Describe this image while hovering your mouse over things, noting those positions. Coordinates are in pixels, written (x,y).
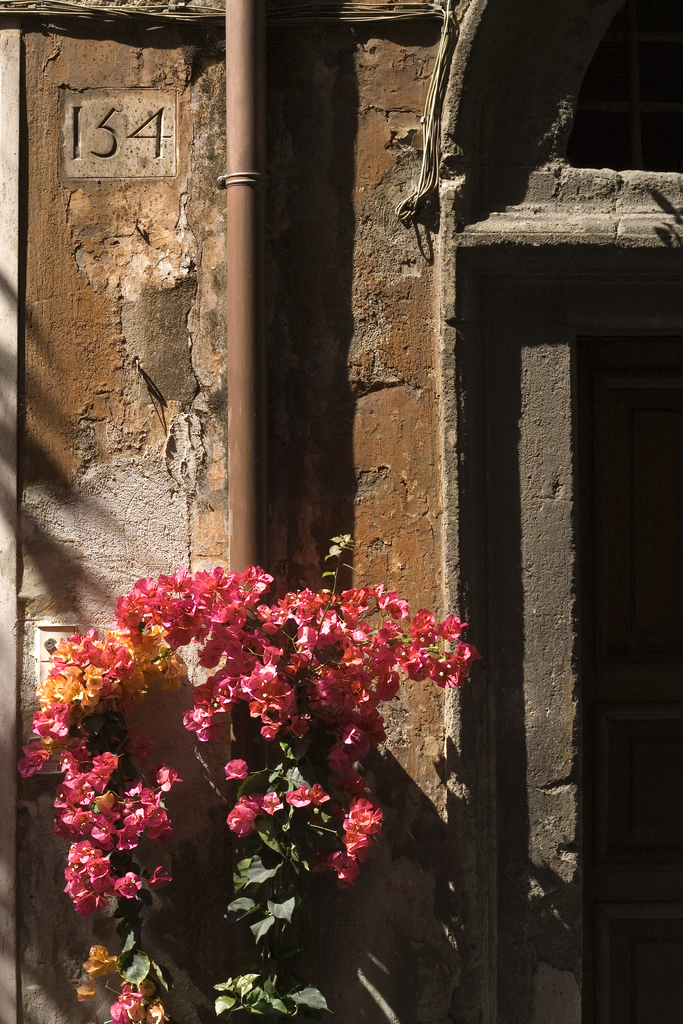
There is a flower plant (303,700) and a pipe (258,235) present as we can see in the middle of this image (257,677) and the wall (364,417) is in the background (342,433).
